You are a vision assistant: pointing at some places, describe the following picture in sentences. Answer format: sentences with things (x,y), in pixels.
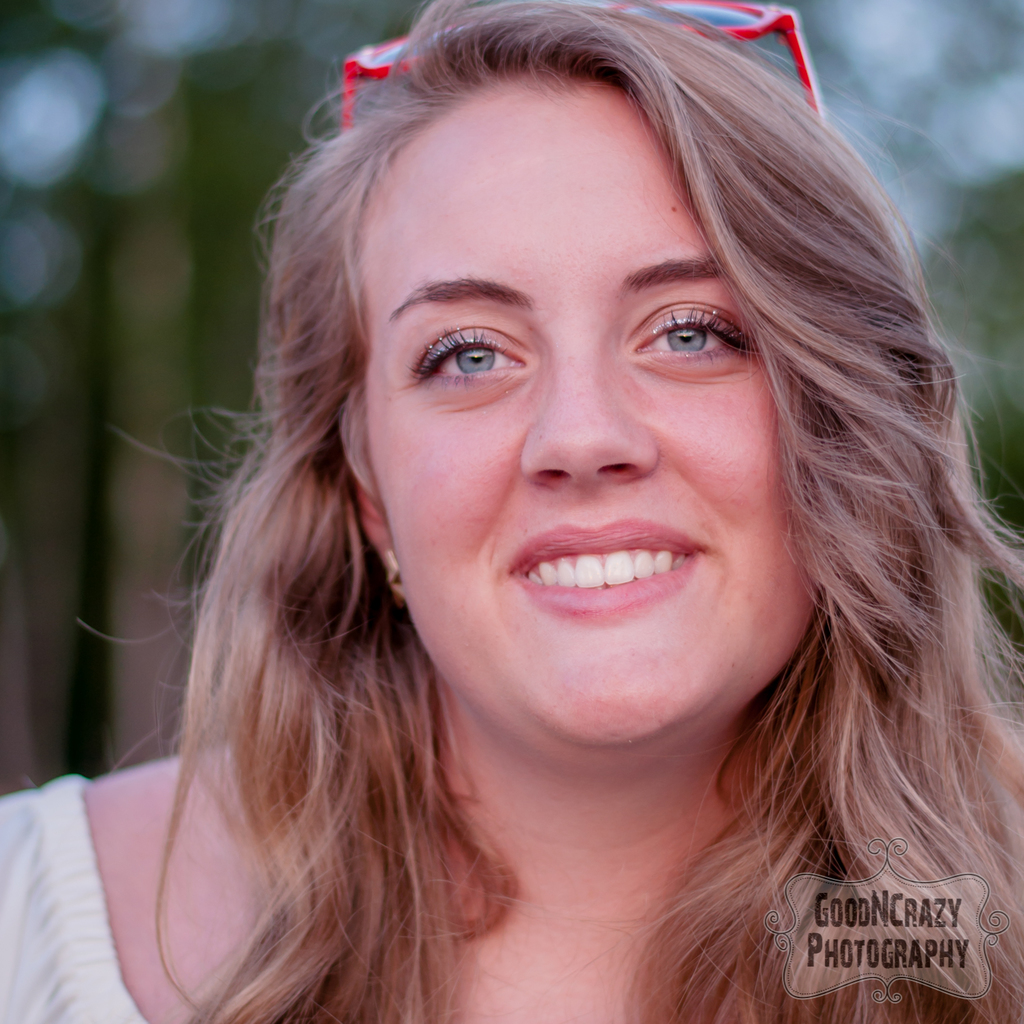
Here I can see a woman (603,673) wearing a white color dress (67,911), smiling and looking at the picture. I can see red color goggles (750,34) on her head (367,116). In the bottom right (901,934), I can see some text (859,910). The background (176,100) is blurred.
